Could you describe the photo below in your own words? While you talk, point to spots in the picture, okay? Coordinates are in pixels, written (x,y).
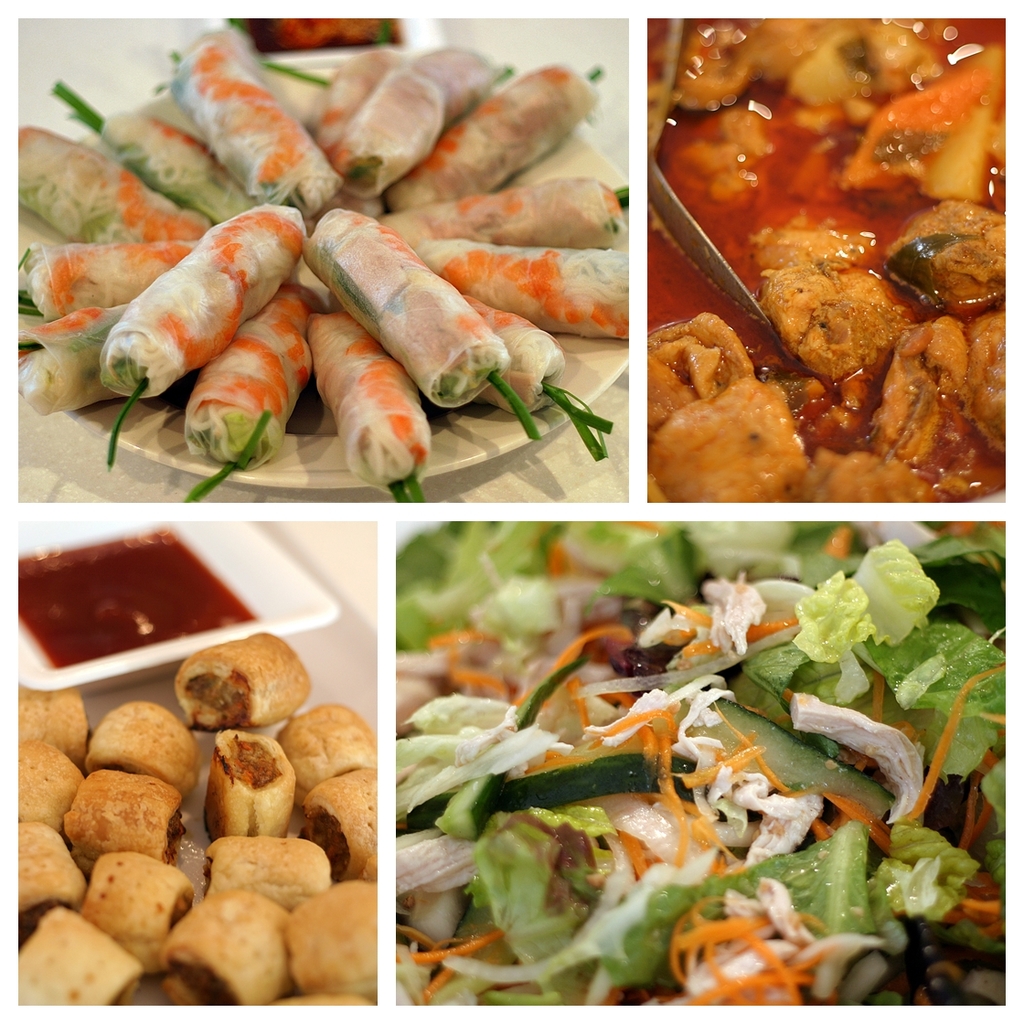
In this picture I can see collage pictures of food items (568,308) and I see the white color plate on the left top of these image on which there is food (268,239) and on the left bottom of this image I see a bowl (203,547) which is of white in color and I see the red color sauce (129,612) on it.
